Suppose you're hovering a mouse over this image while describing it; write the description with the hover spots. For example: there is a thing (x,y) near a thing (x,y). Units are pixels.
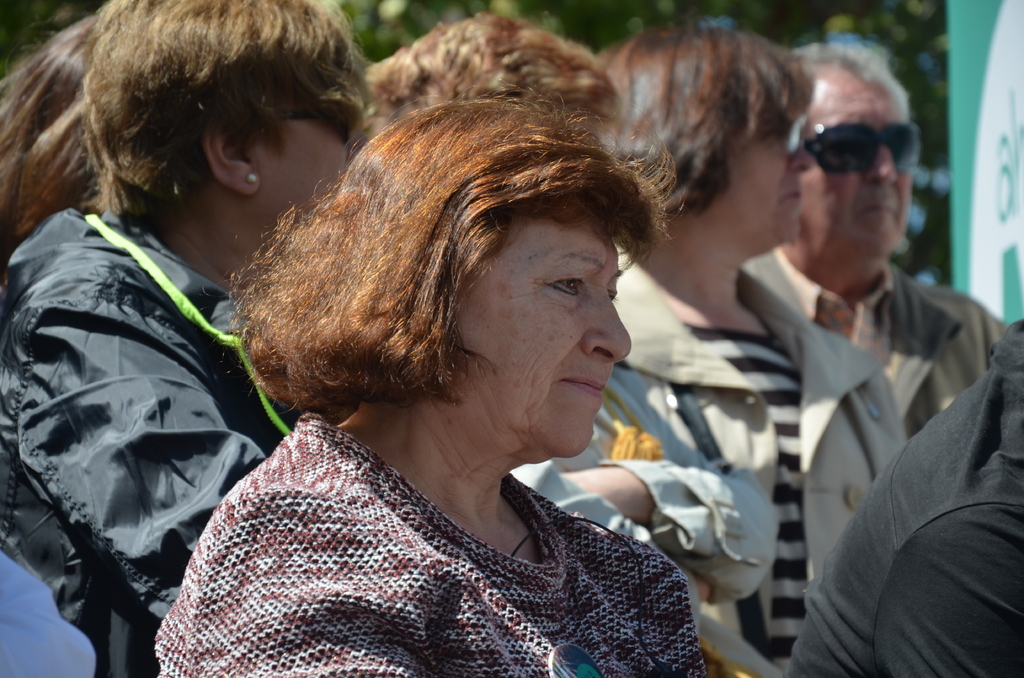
In this image we can see a group of people (361,369). On the backside (963,61) we can see a board (998,85) and some trees (939,79).
